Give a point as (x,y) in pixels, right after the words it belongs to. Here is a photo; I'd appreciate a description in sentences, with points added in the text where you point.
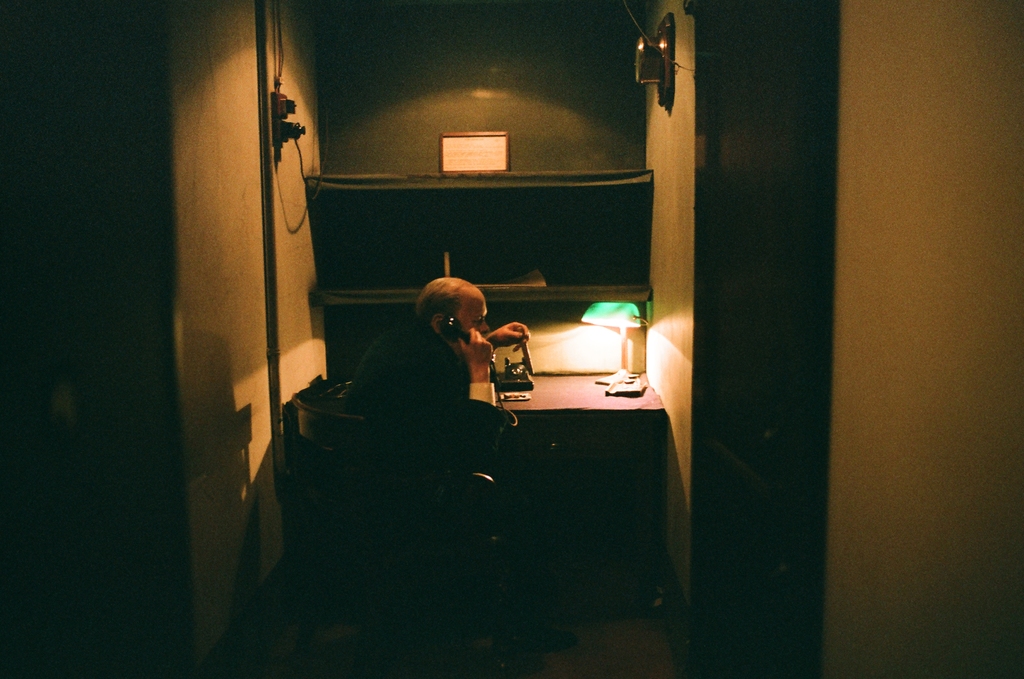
This is the man (431,454) sitting on the chair (313,412) and holding a telephone handset (465,336). Here is the table (577,398) with a lamp (629,370), telephone (517,363) and few other things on it. This looks like a frame (445,158). I think this is a rack (562,234). This looks like a socket (275,143), which is attached to the wall (232,160). This looks like a door (752,456).
